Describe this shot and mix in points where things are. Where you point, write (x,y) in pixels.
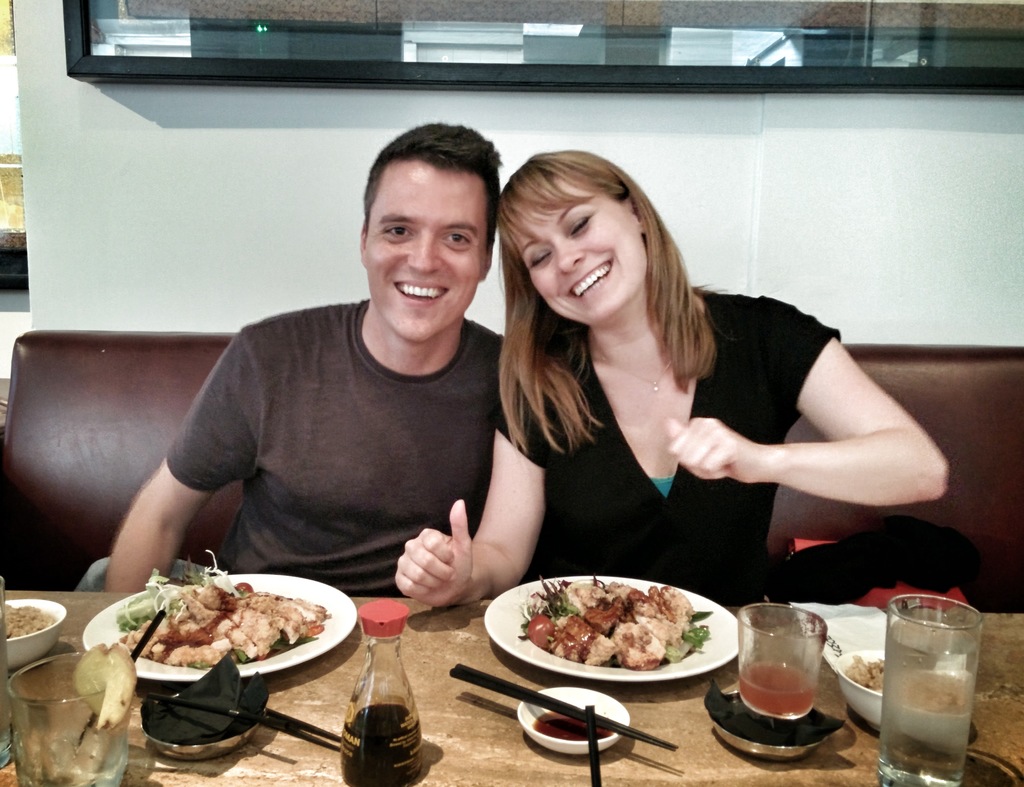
A couple (465,417) is sitting on the sofa (118,447). There is glass (753,652), plate (668,653), bottle (388,700), food items (243,650) are present on the table (683,743). This is wall (720,195).
